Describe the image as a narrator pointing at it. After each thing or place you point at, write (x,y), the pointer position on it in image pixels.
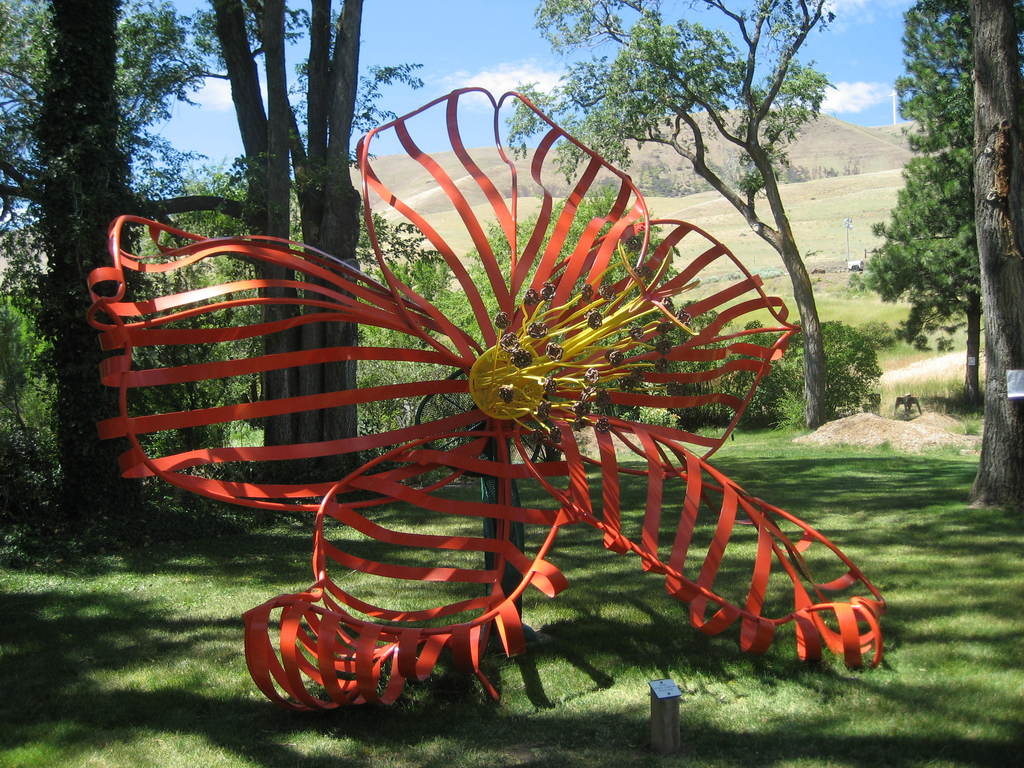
In this image we can see a object (505,467) which is orange and yellow in colour. Behind this object (634,182) there are some trees (63,201), mountains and at the top (478,73) we can see the sky (534,32).
